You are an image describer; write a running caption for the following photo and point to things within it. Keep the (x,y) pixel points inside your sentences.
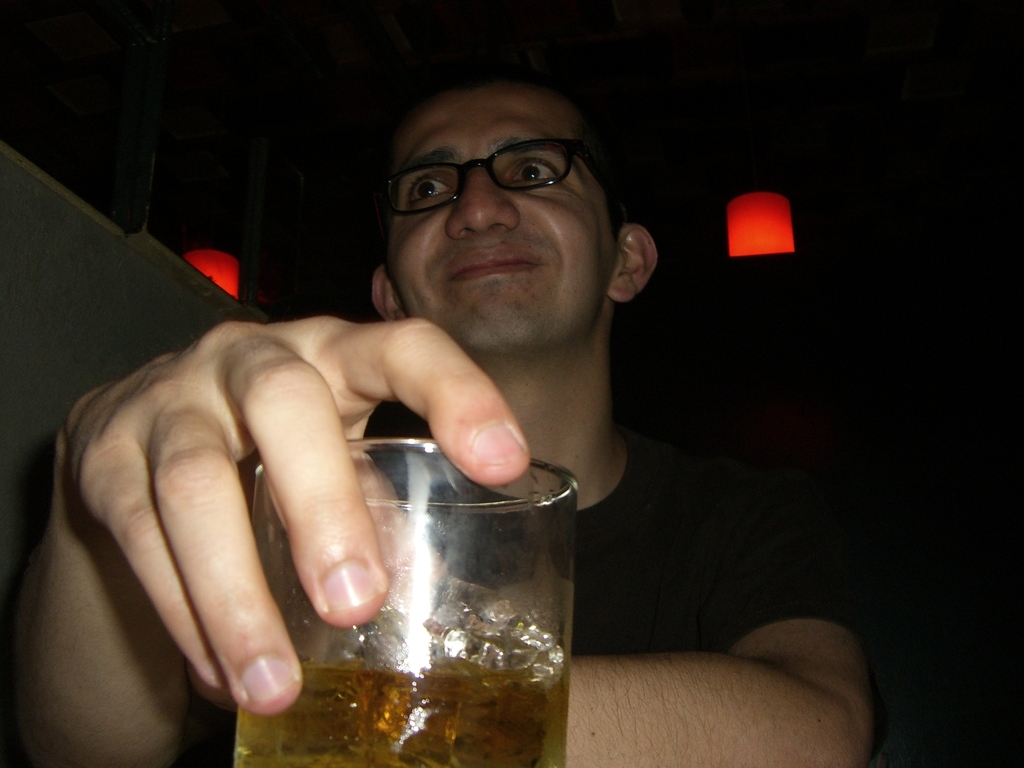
In this image I can see a man (430,422) in the front (291,546) and I can see he is holding a glass (426,614). In the glass (536,653) I can see brown colour liquid (450,688) and few ice cubes (469,621). I can see he is wearing a specs (408,196) and a black t-shirt (604,543). On the both sides of the image I can see two red colour lights (223,264) and I can also see this image is little bit in dark. On the left side of the image (166,304) I can see an object (213,285).
